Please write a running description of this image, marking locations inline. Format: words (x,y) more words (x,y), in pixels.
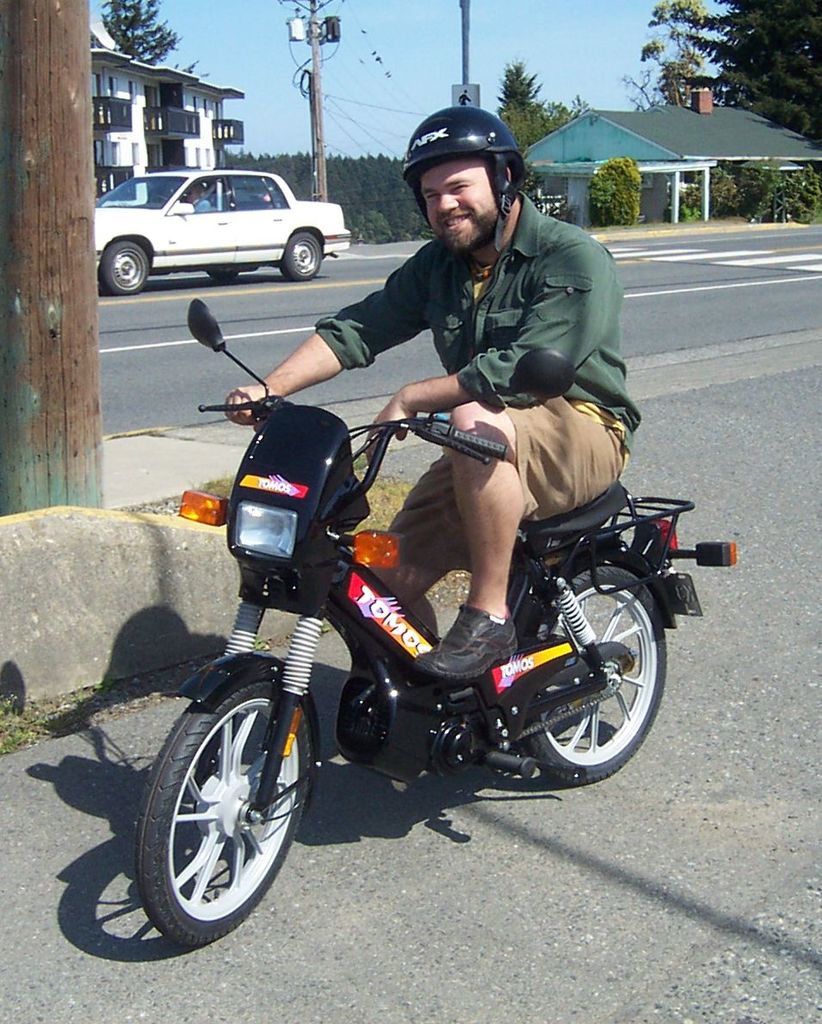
In this image in the foreground (283,665) there is one bike (283,665) and one person (437,313) is sitting on bike (410,627), in the background (185,156) there are some houses (100,91), trees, poles (320,135), lights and wires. And there is one car (116,244) on the road (197,367), on the left side (48,332) there is one pole (48,332).
